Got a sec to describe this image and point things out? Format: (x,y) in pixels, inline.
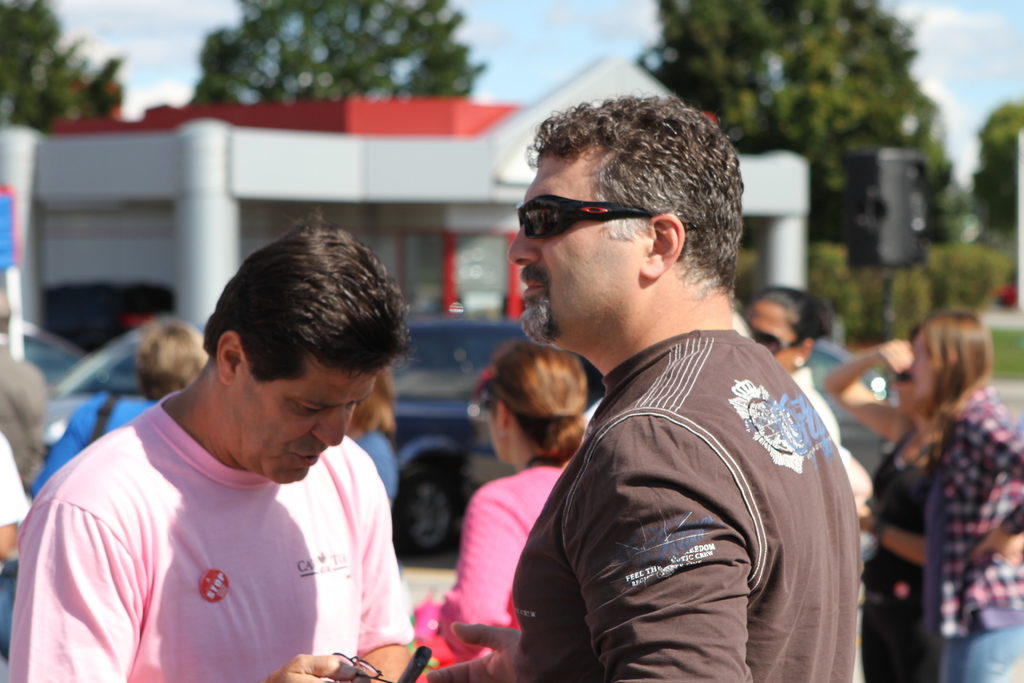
In the picture I can see people (587,439) standing on the ground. In the background (456,381) I can see vehicles (415,385), building (464,177), trees (695,68), the sky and some other objects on the ground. The background of the image (776,256) is blurred.
